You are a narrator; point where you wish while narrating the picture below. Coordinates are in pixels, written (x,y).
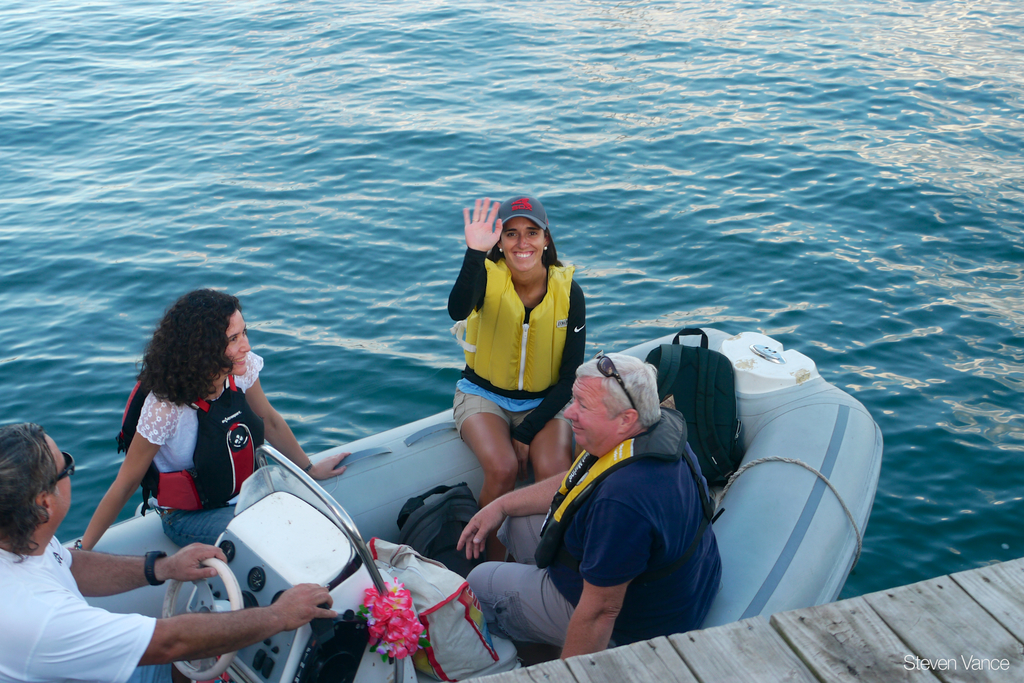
In this picture we can see a wooden platform (677,651), where we can see people (482,582) in the boat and in the background (872,361) we can see water (887,369), in the bottom right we can see some text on it.
